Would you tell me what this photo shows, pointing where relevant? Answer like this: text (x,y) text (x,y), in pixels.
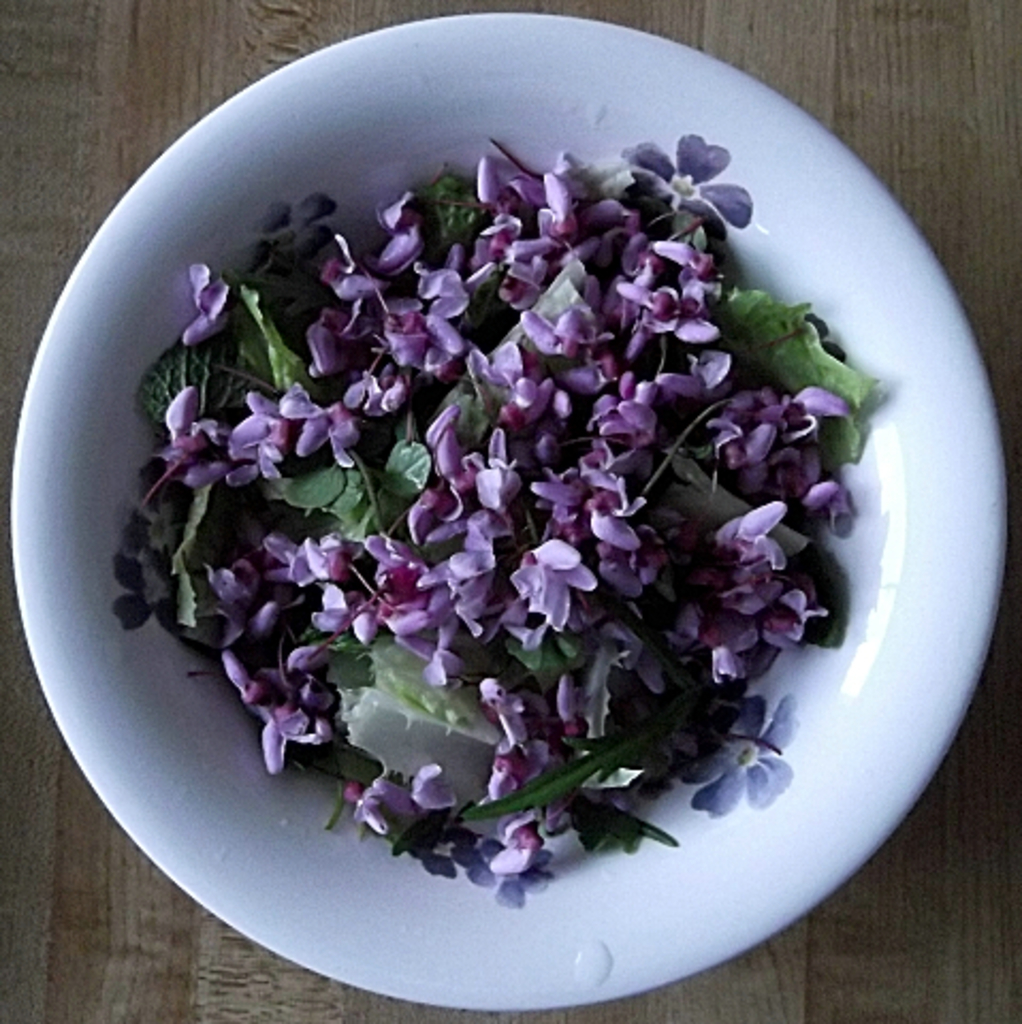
On a surface (957,85) there is a bowl (455,235) and in a bowl (570,237) we can see leaves (713,510) and flowers (631,252).
